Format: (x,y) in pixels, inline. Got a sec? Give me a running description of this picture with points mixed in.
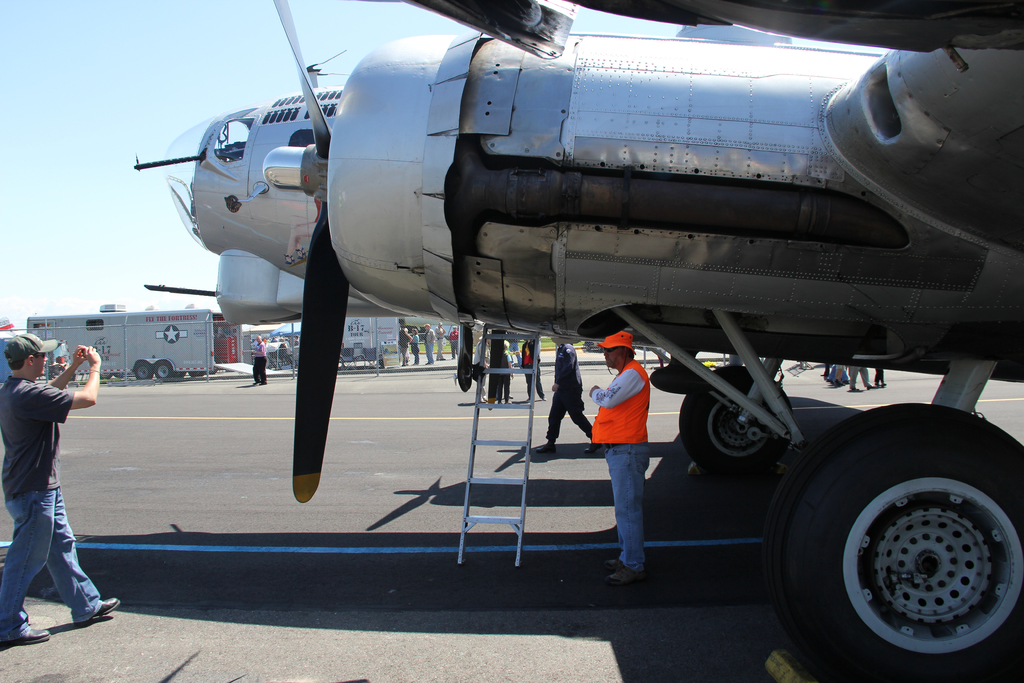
In this image I can see an aeroplane (501,312) on the road (454,400). In the background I can see people (25,393), vehicles (110,353) and the sky (92,86).
